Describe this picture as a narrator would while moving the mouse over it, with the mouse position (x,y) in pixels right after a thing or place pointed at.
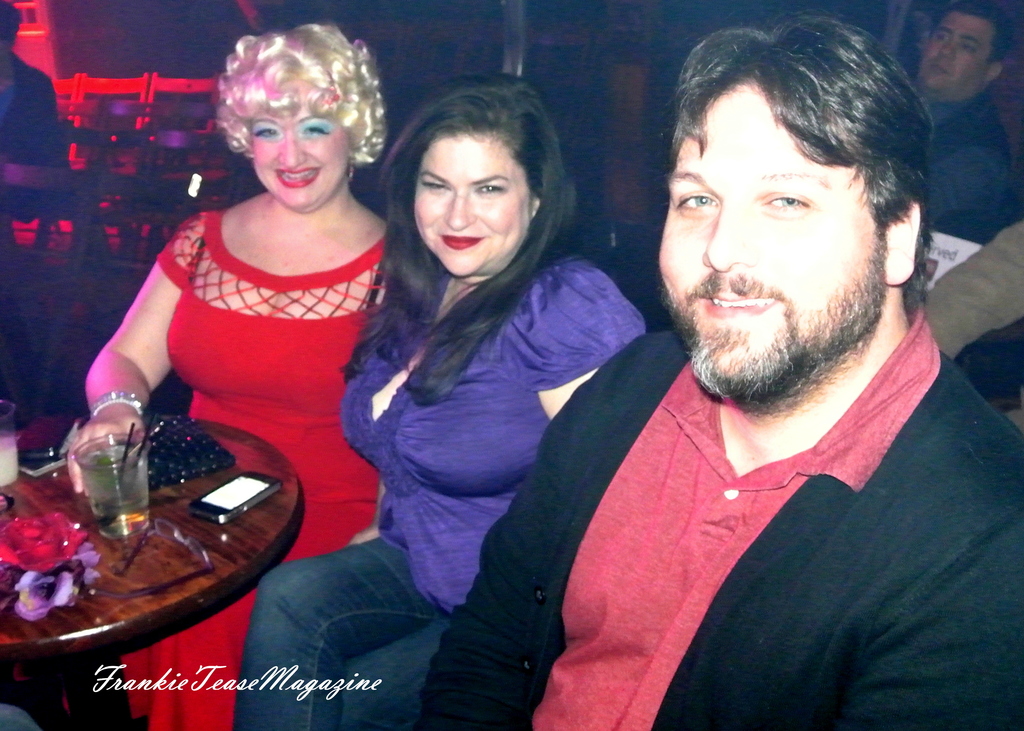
In this image we can see two ladies (486,289) and one man (791,444) sitting. We can see glass (112,481), spectacles (182,582), mobile phone (215,504), wallet (199,463) and some things (16,584) are placed on table (154,571).
